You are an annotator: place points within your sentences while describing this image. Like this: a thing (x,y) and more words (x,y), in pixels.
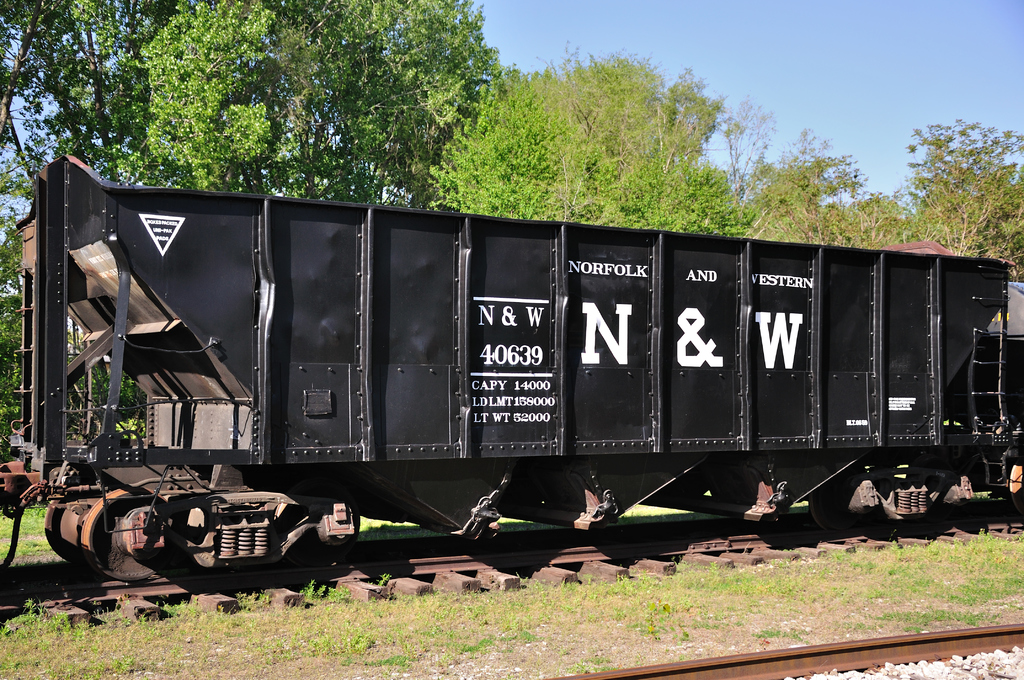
In this image, I can see a hopper car (245,491) on a railway track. In the background (215,113), there are trees (619,145) and the sky (781,96). At the bottom of the image (439,633), I can see the grass (762,595).
